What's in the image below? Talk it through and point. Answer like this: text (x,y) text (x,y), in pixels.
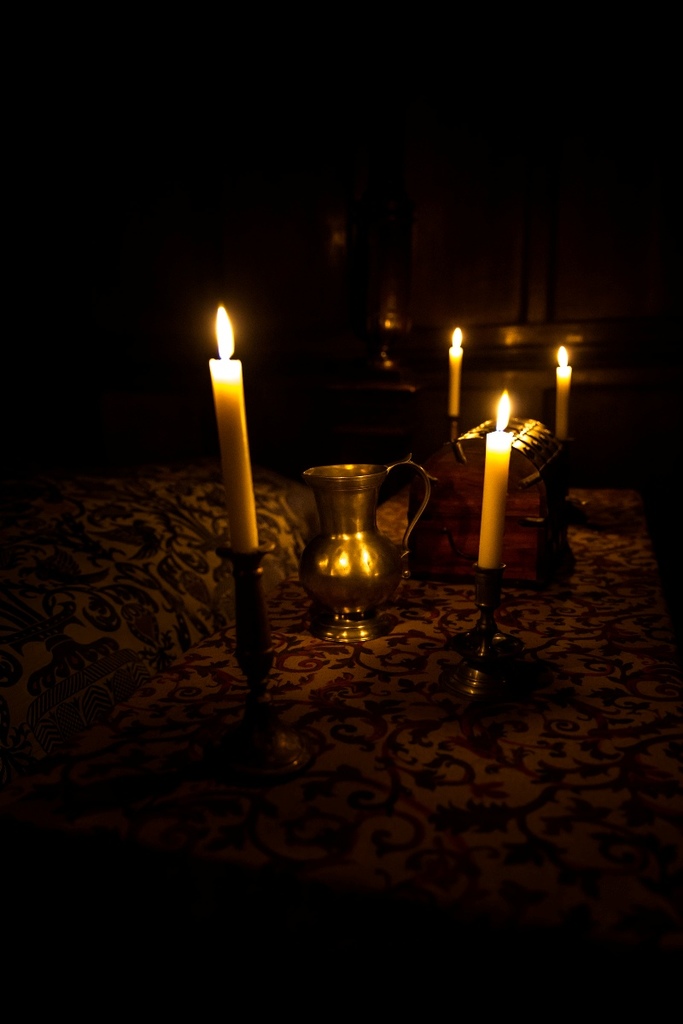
In this image I see 4 candles (454,389) and I see a jug (343,568) over here and it is dark in the background (446,158).
